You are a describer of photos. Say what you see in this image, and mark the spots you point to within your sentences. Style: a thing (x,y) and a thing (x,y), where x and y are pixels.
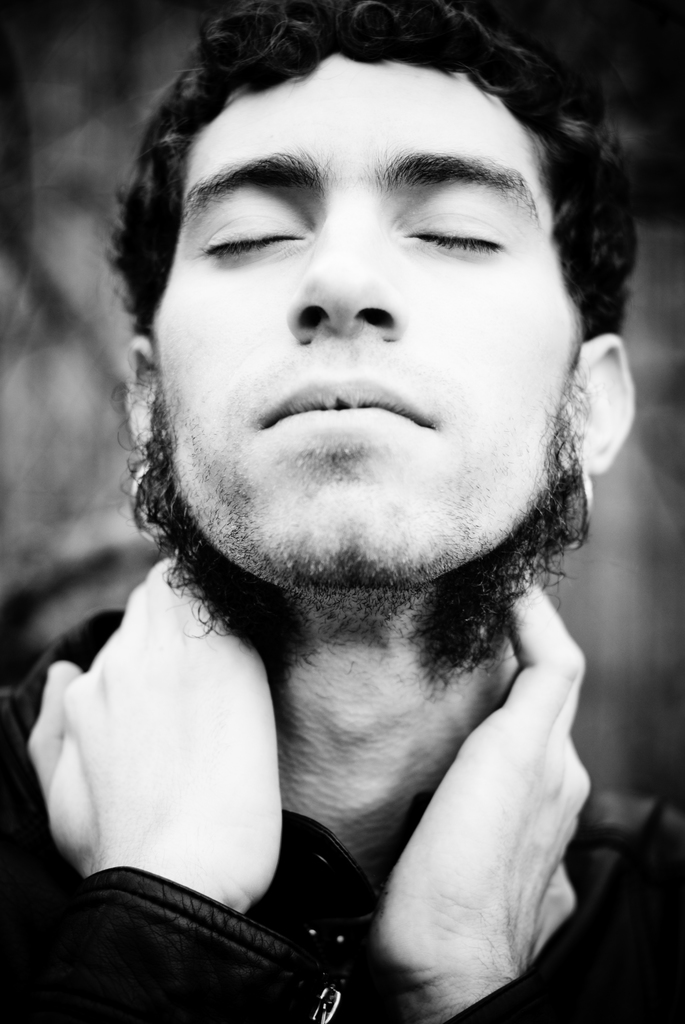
In the image we can see the close up picture of a man (310,766) wearing clothes (289,823) and the background (35,504) is blurred.
